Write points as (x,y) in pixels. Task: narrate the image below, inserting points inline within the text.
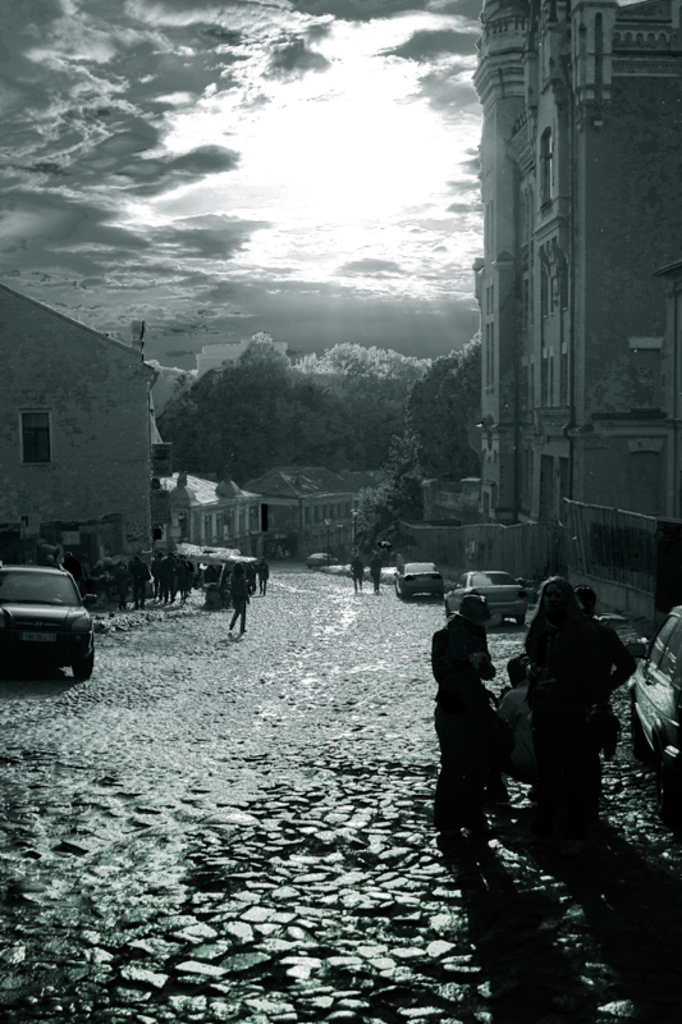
In this image I can see the sky (188,202) and buildings (584,214) and persons (136,598) visible on the road (146,864) and vehicles (494,605) visible on the road (378,767). And this picture is very dark.
